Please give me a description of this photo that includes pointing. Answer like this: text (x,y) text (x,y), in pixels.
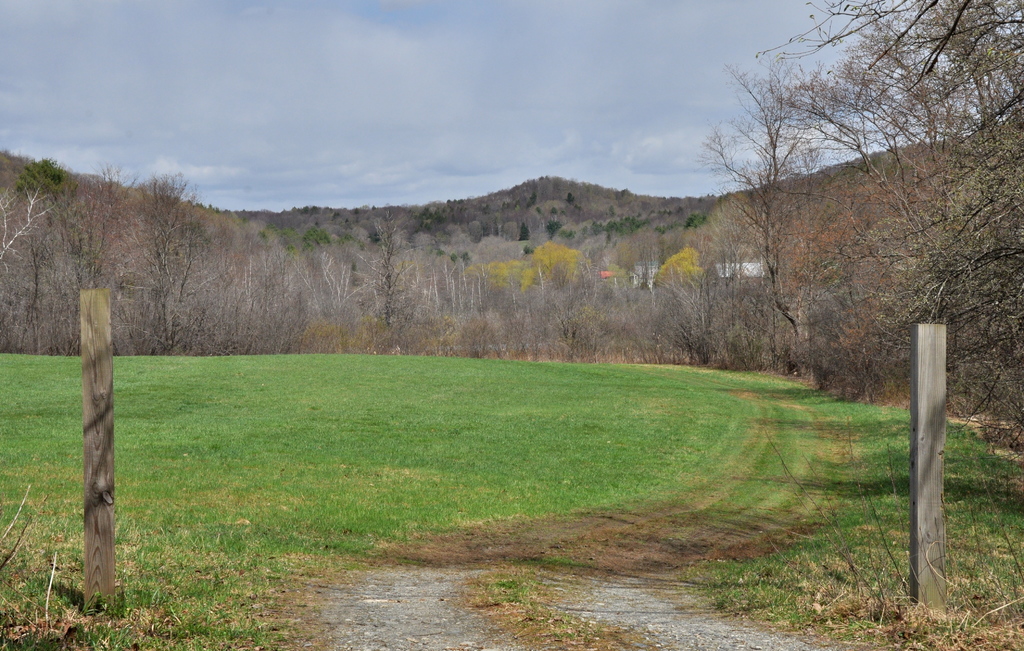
In this image I can see an open grass ground (367,400) and in the front (98,318) I can see two wooden poles (920,326). In the background (888,268) I can see number of trees (565,320), few buildings (727,273), clouds (567,162) and the sky (509,110).
